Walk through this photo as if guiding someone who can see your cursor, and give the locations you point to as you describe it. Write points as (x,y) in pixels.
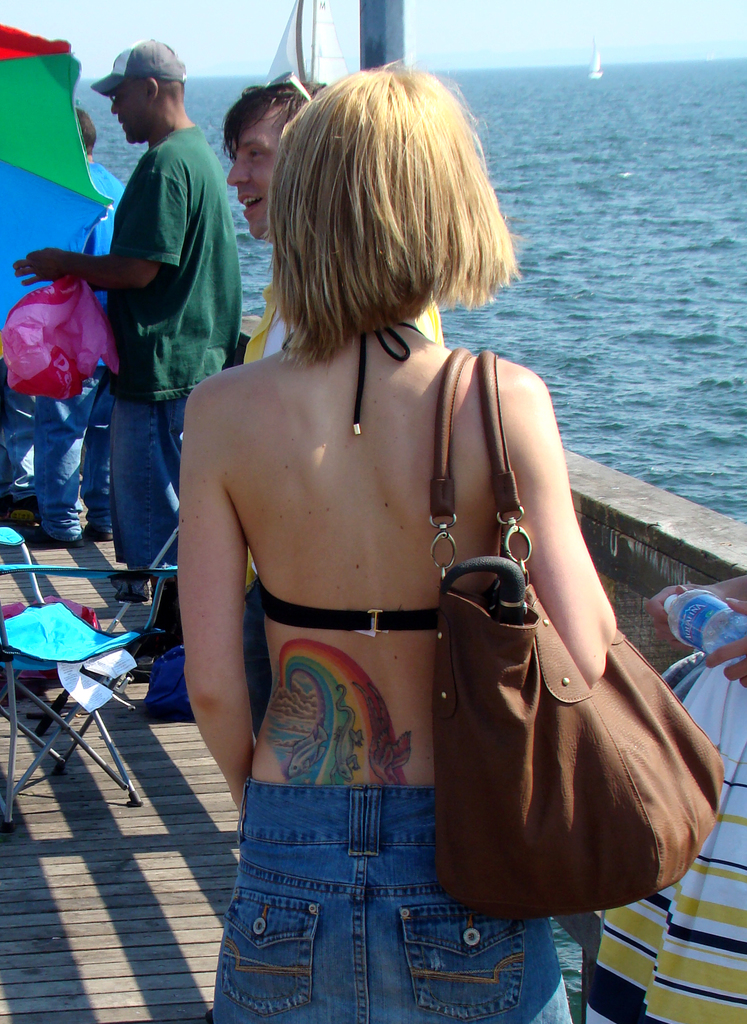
In this image i can see group of persons (224,375) standing on the pier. At the right side of the image (537,230) there is water (517,206).
